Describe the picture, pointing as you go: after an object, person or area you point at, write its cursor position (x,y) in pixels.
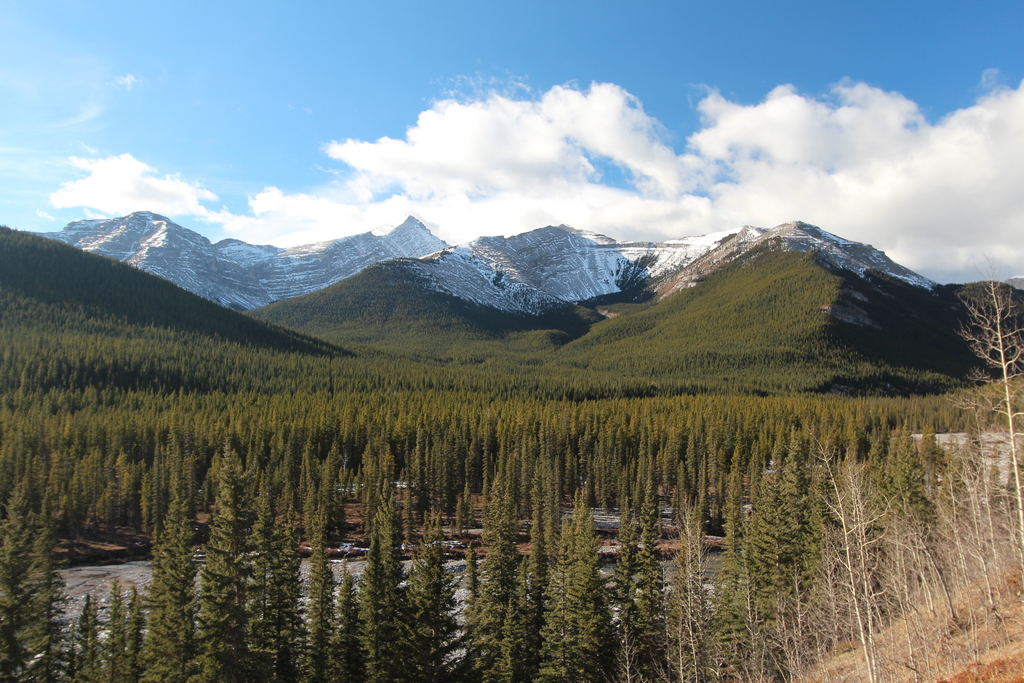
In this picture we can see trees (347,426) in the front (584,476), in the background (767,282) there are some hills (784,279), we can see the sky (451,99) and clouds (505,108) at the top of the picture (525,110).
